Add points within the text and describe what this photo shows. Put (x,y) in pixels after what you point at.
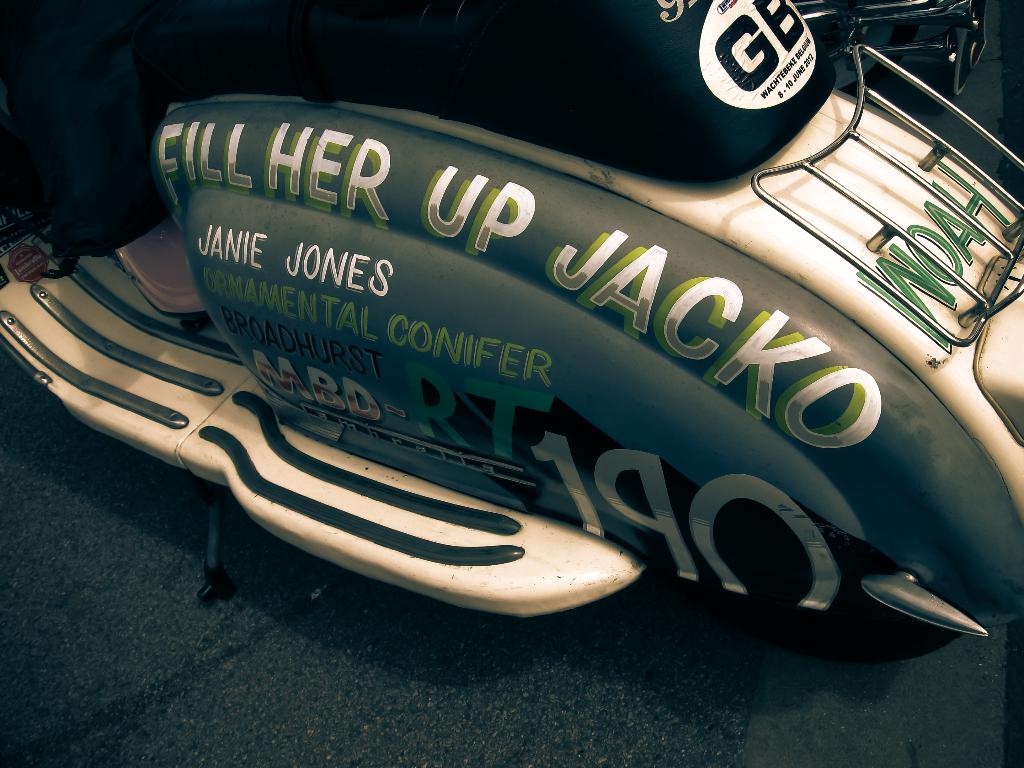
This looks like an edited image. There is a vehicle (417,515) in the middle (583,406). It looks like a scooter (400,414). There is something written on that.
